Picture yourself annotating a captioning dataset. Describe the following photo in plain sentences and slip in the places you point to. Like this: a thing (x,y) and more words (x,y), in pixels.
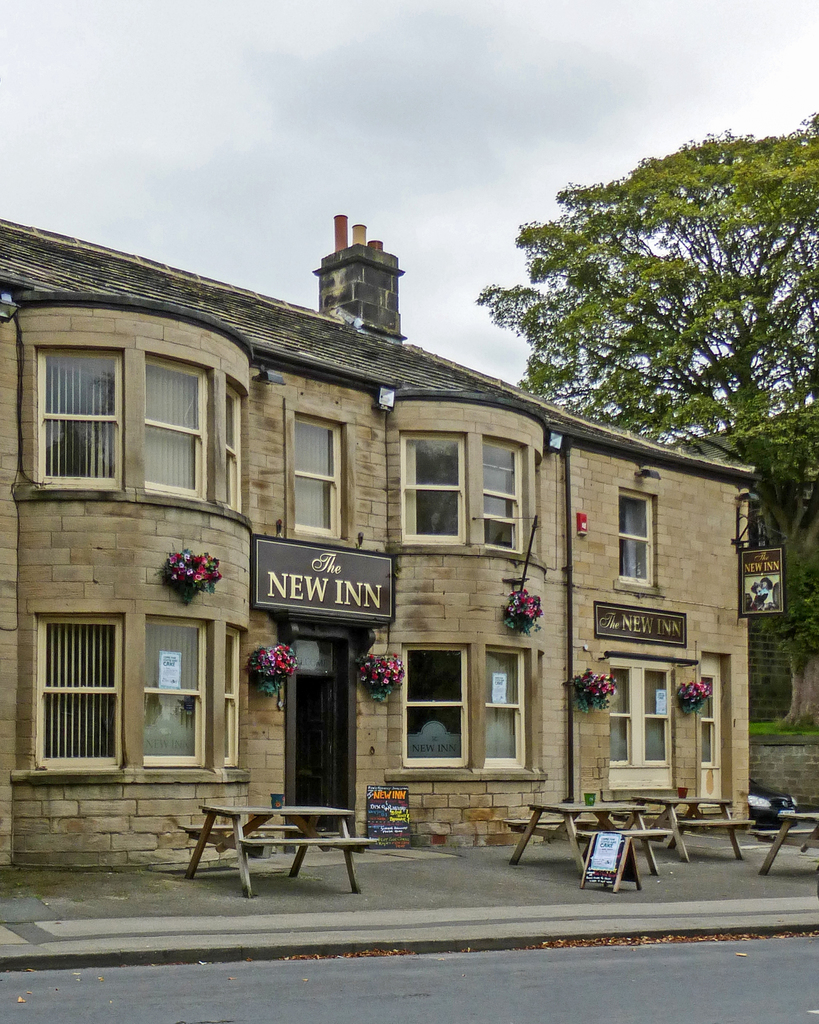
In this image, I can see a building (357,667) with name boards (774,600), windows (300,645) and plants (380,674) with flowers (389,678). In front of the building (455,803), I can see picnic tables (547,811) and boards (376,813). On the right side of the image (788,586), there is a tree (731,413) and a vehicle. In the background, I can see the sky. At the bottom of the image (408,992), I can see a road (136,993).
